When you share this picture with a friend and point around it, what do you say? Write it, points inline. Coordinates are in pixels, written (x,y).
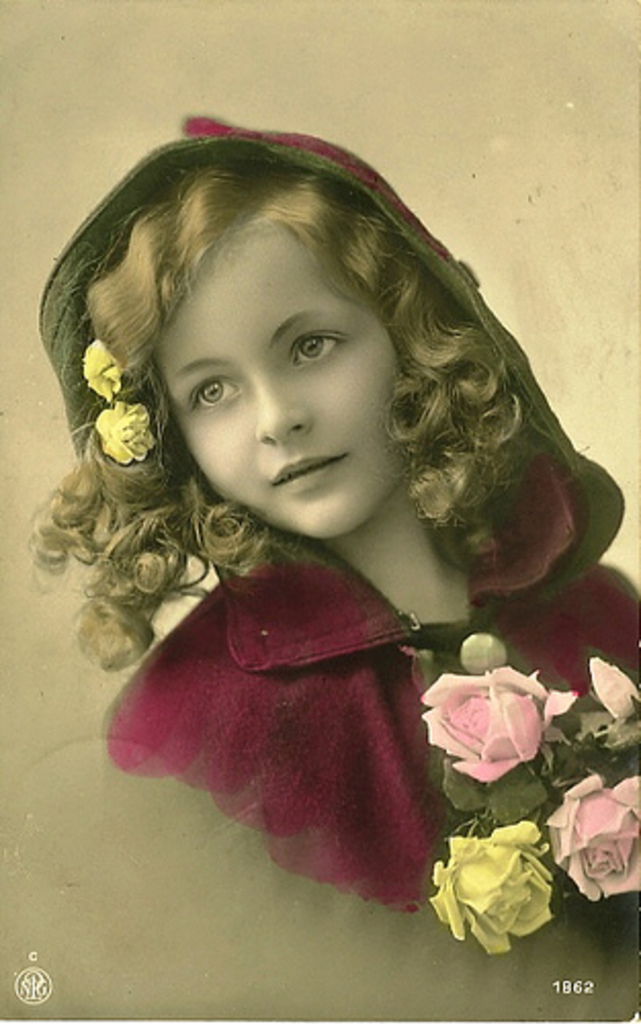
In this picture, we see the girl (305,643) in the pink jacket (295,635) is smiling. She might be posing for the photo. In front of her, we see the rose flowers (450,893) in pink and yellow color. We see two yellow flowers (107,447) on her head (125,478). In the background (394,145), it is grey in color. This might be an edited image.
